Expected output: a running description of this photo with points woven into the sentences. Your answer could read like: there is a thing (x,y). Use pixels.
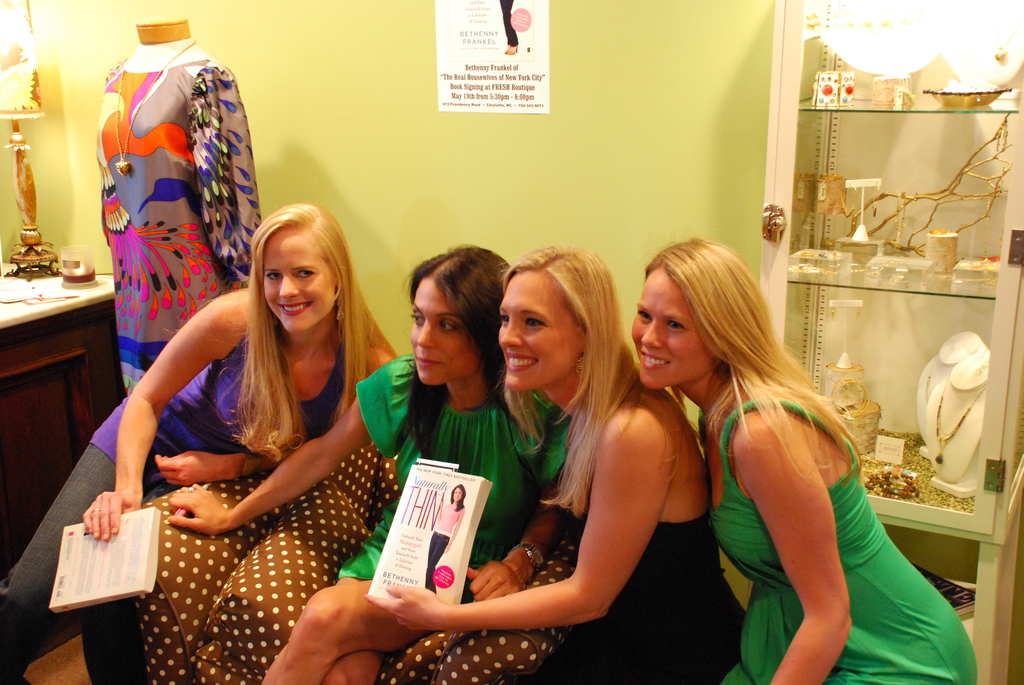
In a room (250,16) there are 4 women (207,461) sitting. 2 of them are holding books (435,563) in their hands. Behind them there is a shelf (829,343) in which there are accessories (849,379) and other items (902,95). There is a mannequin (227,145) at the left (202,116) and a green wall (217,36) at the back (492,138).
